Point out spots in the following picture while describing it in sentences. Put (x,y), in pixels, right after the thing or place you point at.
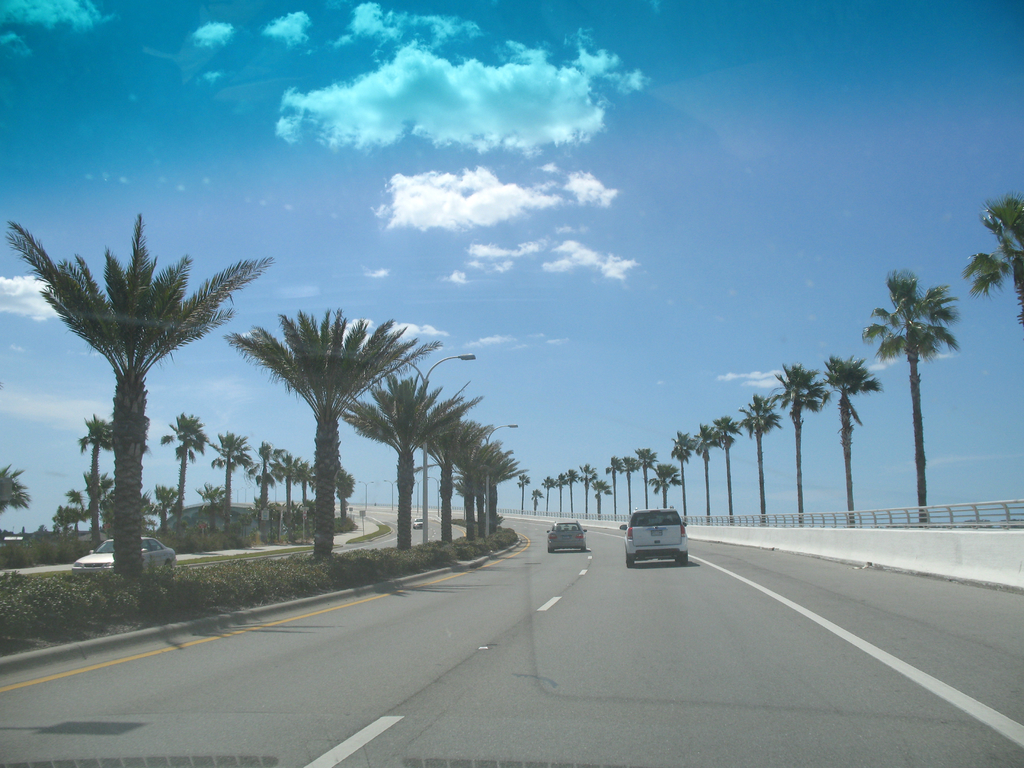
In this picture we can see few cars (169,553) on the road (576,610), beside to the cars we can find shrubs (432,553), few trees (359,391), poles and fence (890,514), in the background (495,178) we can see clouds (490,215).
